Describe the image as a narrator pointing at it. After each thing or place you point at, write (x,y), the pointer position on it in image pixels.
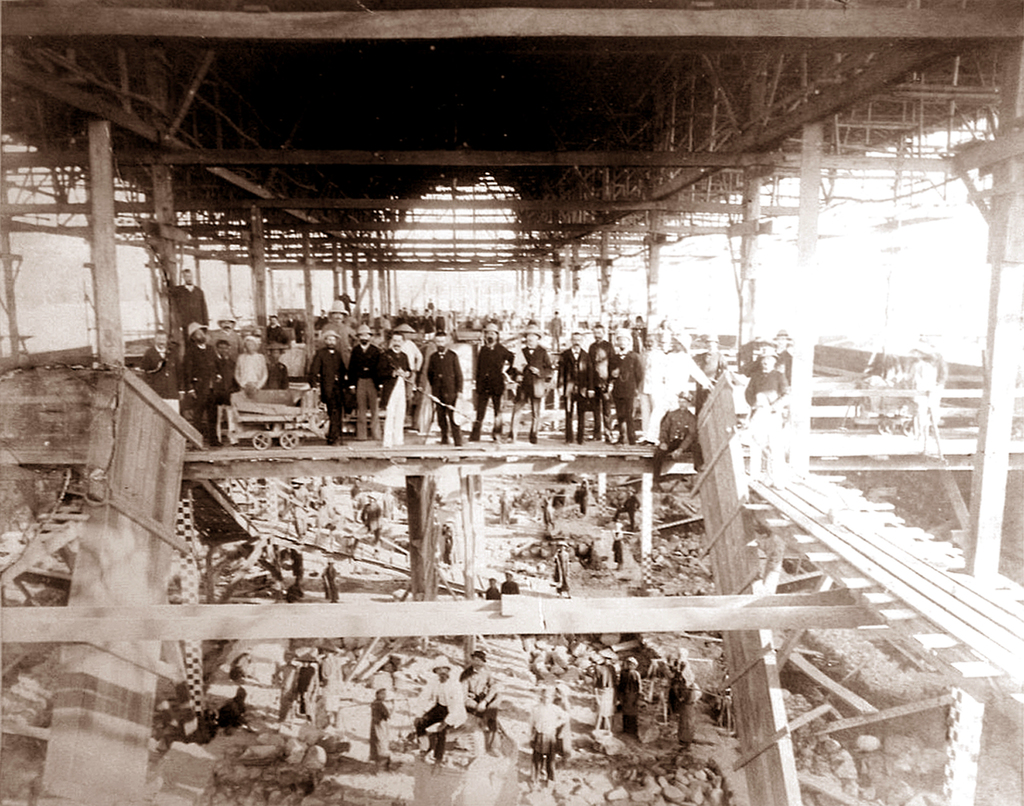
In this image I can see group of people (255,383) standing. In front (463,632) I can see the trolley (286,386), few poles (744,276) and I can see few wooden objects (372,618).
